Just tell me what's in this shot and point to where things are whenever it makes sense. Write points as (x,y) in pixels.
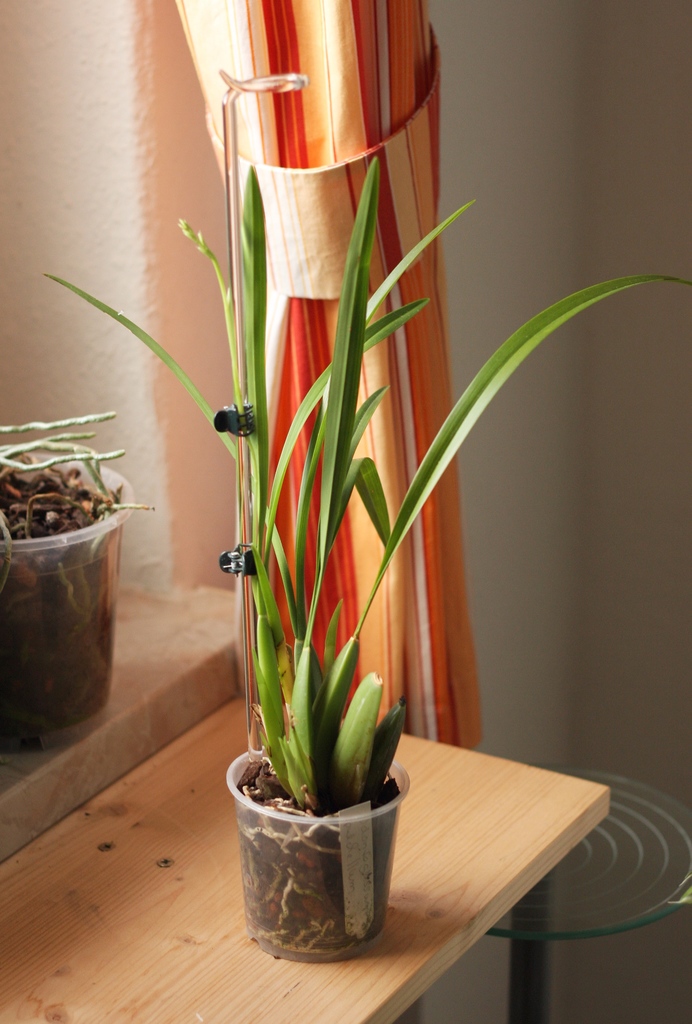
In this image in the center (418,507) there is a wooden board (463,807), on the board (236,842) there is a jug (258,850) and in the jug (282,848) there is some mud (270,805) and plant (325,722). And in the background (337,306) there is curtain (406,653) and wall (497,592), and on the right side of the image (599,829) there is one glass coil (635,852). And on the left side (63,466) there is one jug (41,539), in the jug (51,543) there is mud (51,485) and plant (45,444).
